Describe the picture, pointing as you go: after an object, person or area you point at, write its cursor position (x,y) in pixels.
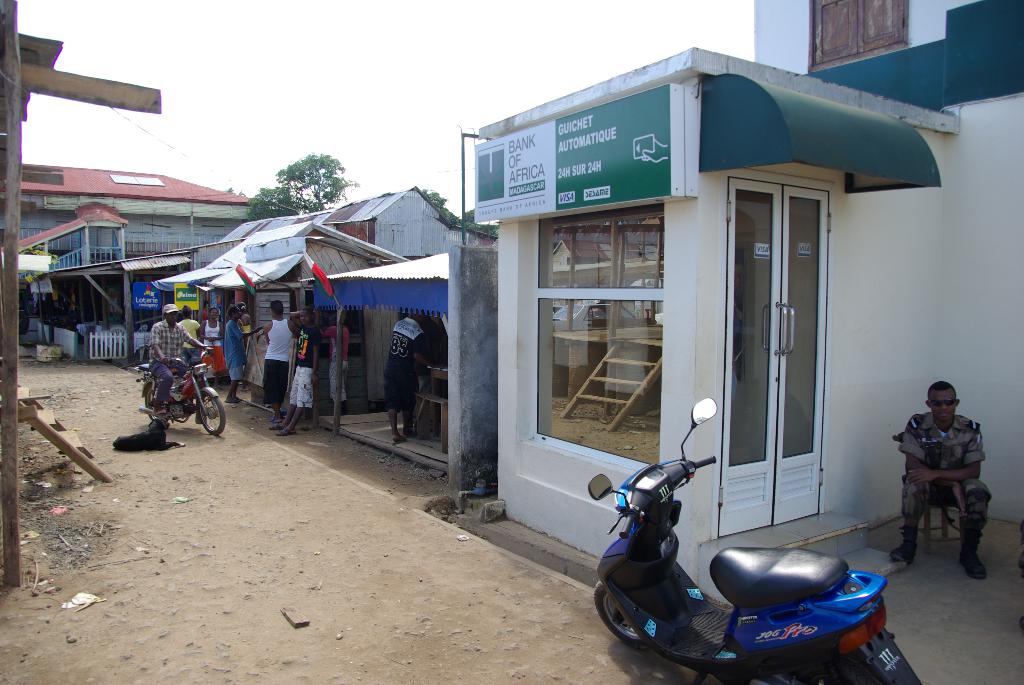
In this image there are a few buildings (686,242) and stalls (355,334), in front of them there are a few people (400,352) standing, one of them is riding a bike (205,416), there is another vehicle (802,576) parked and there is a person (920,474) sitting on the stool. In the background (431,14) there are trees (319,203) and the sky (349,140).
